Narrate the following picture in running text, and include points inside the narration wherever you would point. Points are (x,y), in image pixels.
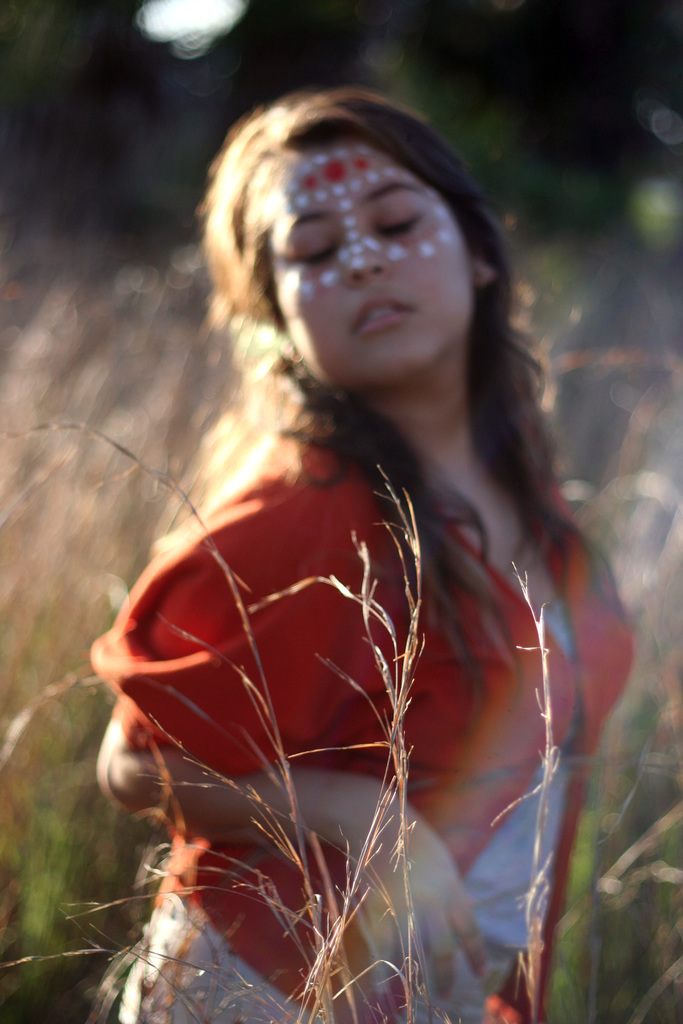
In the foreground of this image (326,992), there is the grass (323,981) and behind it there is a woman (390,447) standing and closing eyes (387,224). The background (90,189) image is blurred.
